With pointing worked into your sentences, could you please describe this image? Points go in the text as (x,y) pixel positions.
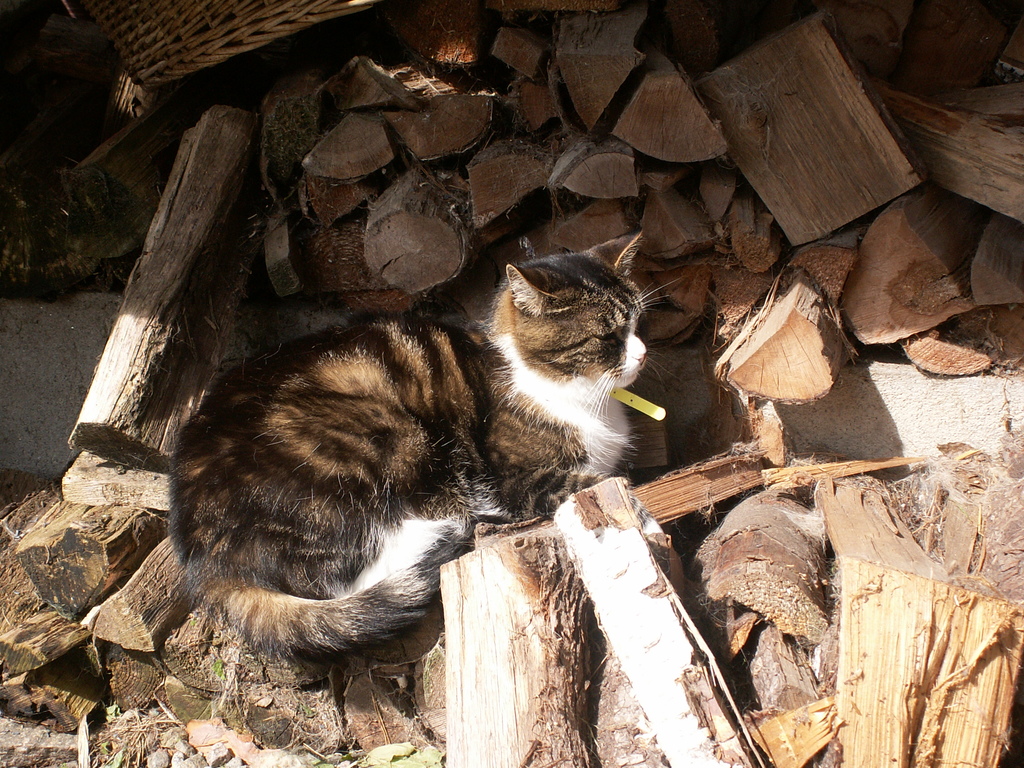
In this image there is a cat (334,456), around the cat (347,448) there are wooden logs (738,350).
